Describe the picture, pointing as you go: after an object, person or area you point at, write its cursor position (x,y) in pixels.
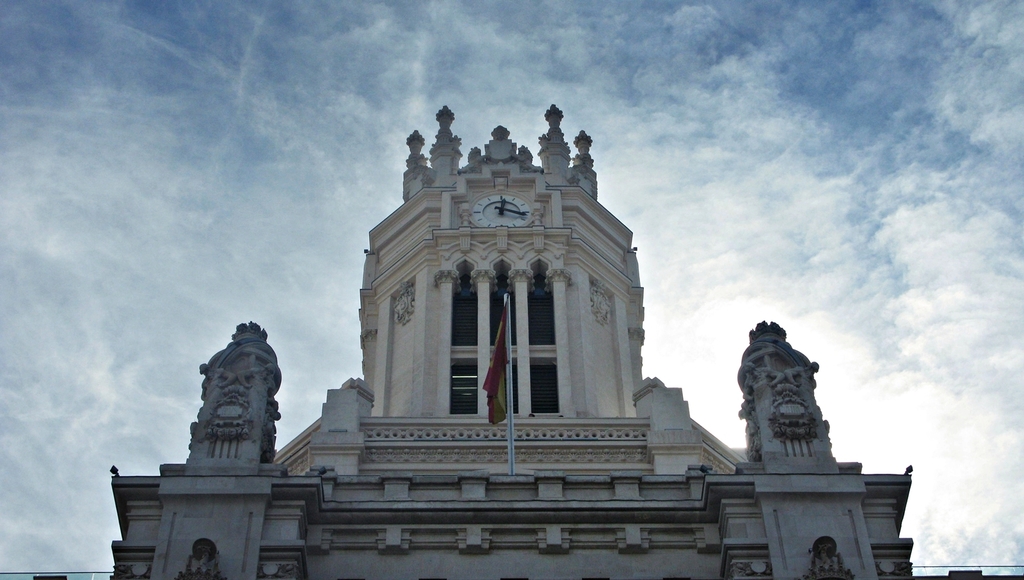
In this picture we can see a building (329,576), clock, flag (502,331) and in the background (331,119) we can see the sky (715,47) with clouds (31,411).
